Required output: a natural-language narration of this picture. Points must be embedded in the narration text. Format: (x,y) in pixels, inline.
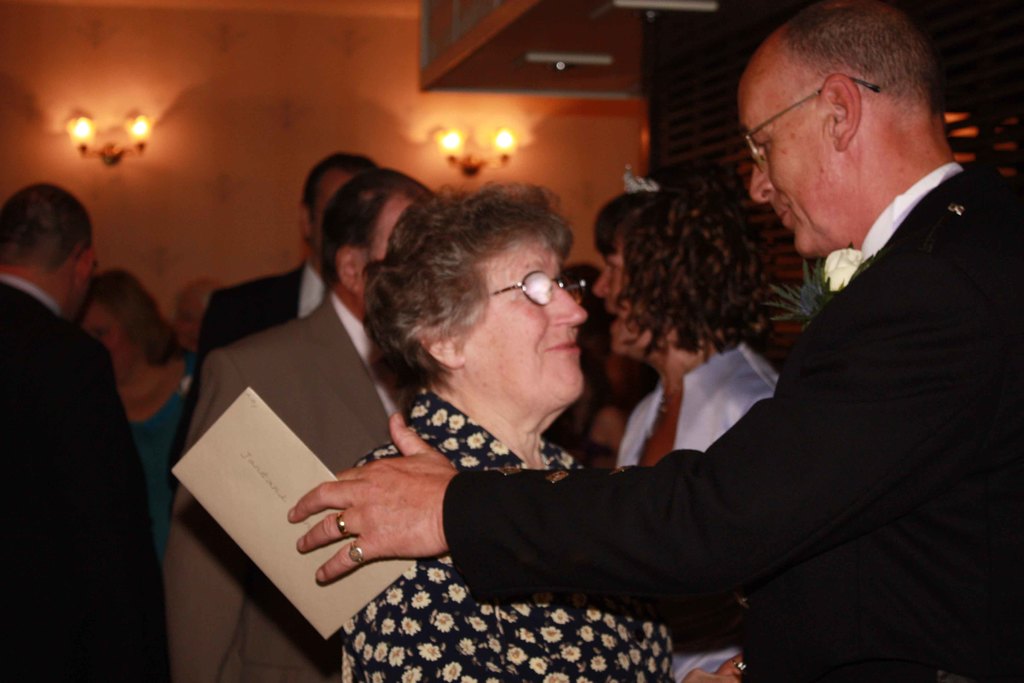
In this image we can see a group of persons (395,442) and the person (441,362) in the foreground (391,466) is holding an object (285,526). Behind the persons (406,422) we can see a wall (180,150). On the wall (380,139) we can see the lights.
